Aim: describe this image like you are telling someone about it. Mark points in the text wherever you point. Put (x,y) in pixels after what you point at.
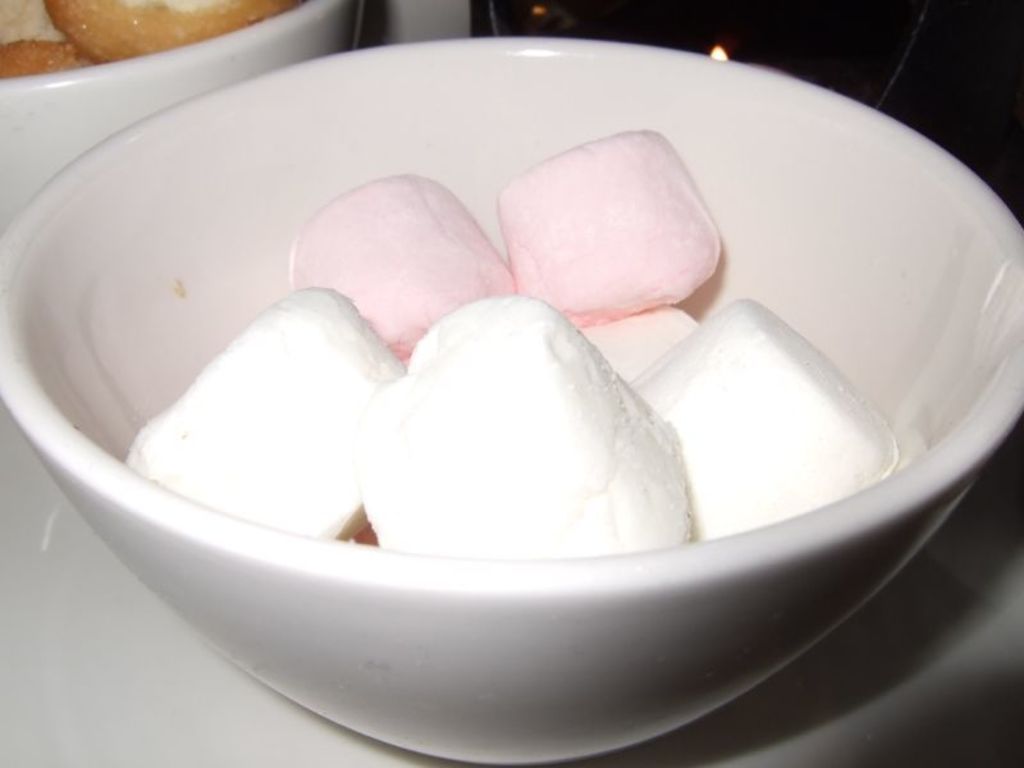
In this picture I can observe marshmallows (424,473) which are in white and pink color in the bowl (186,600). The bowl (205,219) is in white color.
